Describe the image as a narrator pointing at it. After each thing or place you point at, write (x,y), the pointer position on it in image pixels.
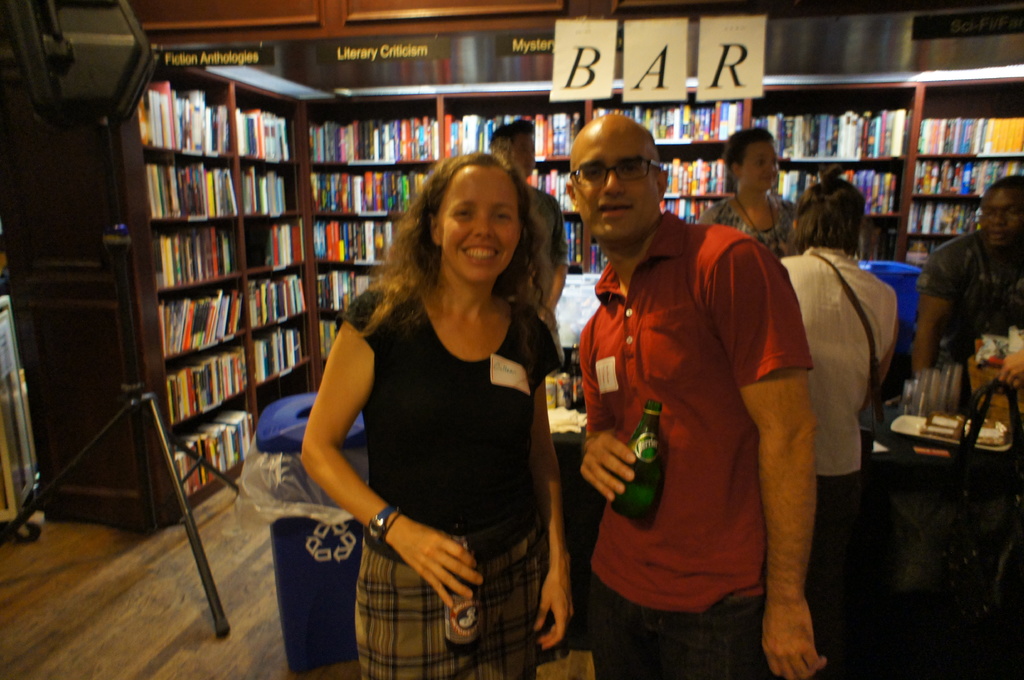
This is the picture taken in a room (141,636), there are group of people (717,381) standing on the floor (196,632) and holding a bottle (464,612). Behind the people (554,280) there is a shelf (306,228) with books (331,188).
